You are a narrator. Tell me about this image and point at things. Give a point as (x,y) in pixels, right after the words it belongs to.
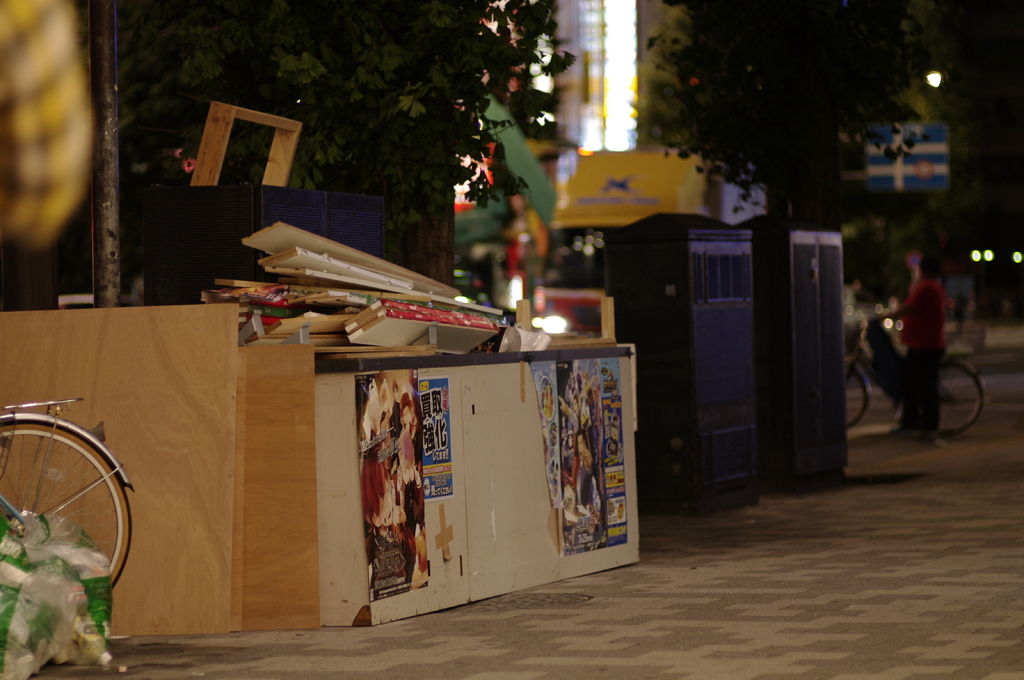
In this picture we can see few bicycles (70,440), on the left side of the image (115,189) we can see a pole (117,232), few books (461,323) and posters (599,470), in the background (336,132) we can find few trees (743,171), buildings (981,174) and lights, and also we can see a person (916,354).
